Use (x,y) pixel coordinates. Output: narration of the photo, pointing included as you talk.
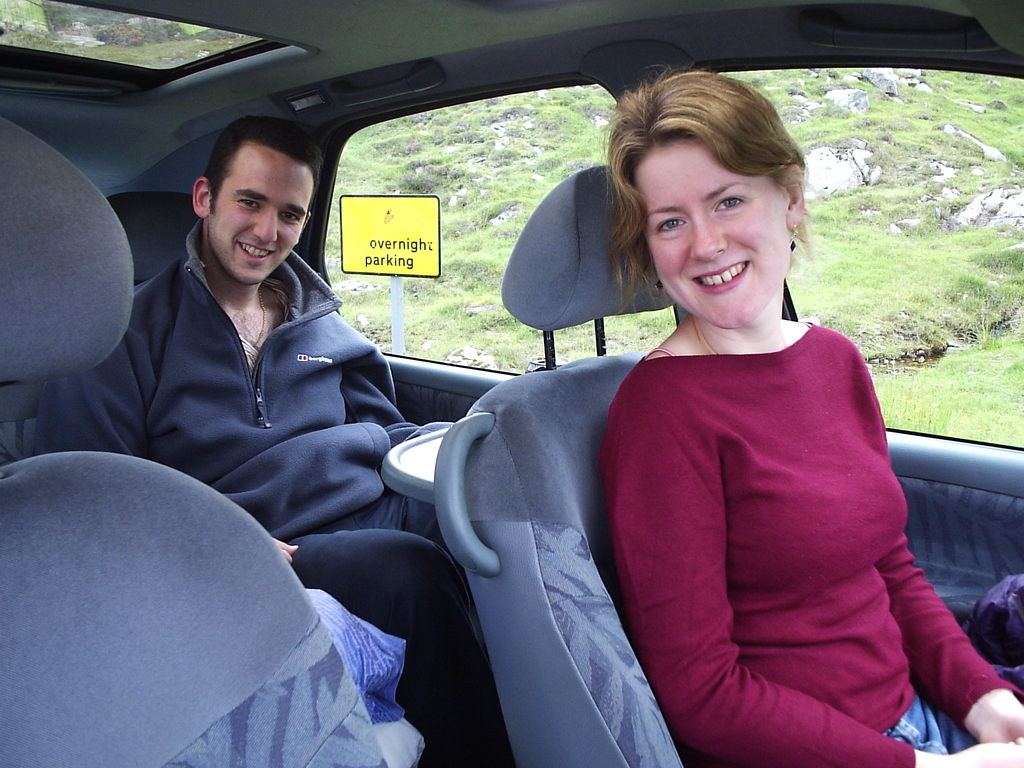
Persons (834,348) are sitting inside the car (953,593), here there is grass (898,282).
